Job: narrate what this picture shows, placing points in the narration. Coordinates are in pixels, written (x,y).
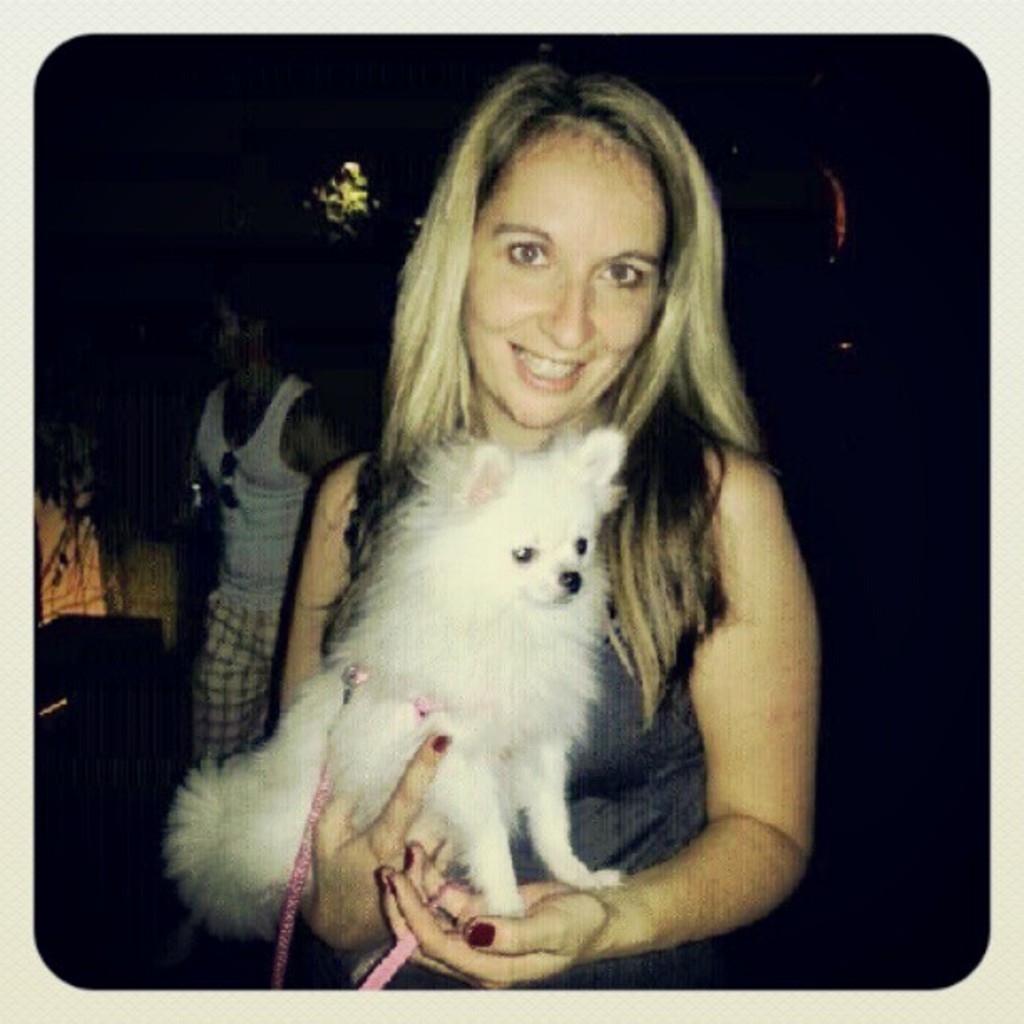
In this image in the center (431,351) there is one woman (334,561) who is smiling, and she is holding a puppy (441,544) beside her there is another person (237,406).
